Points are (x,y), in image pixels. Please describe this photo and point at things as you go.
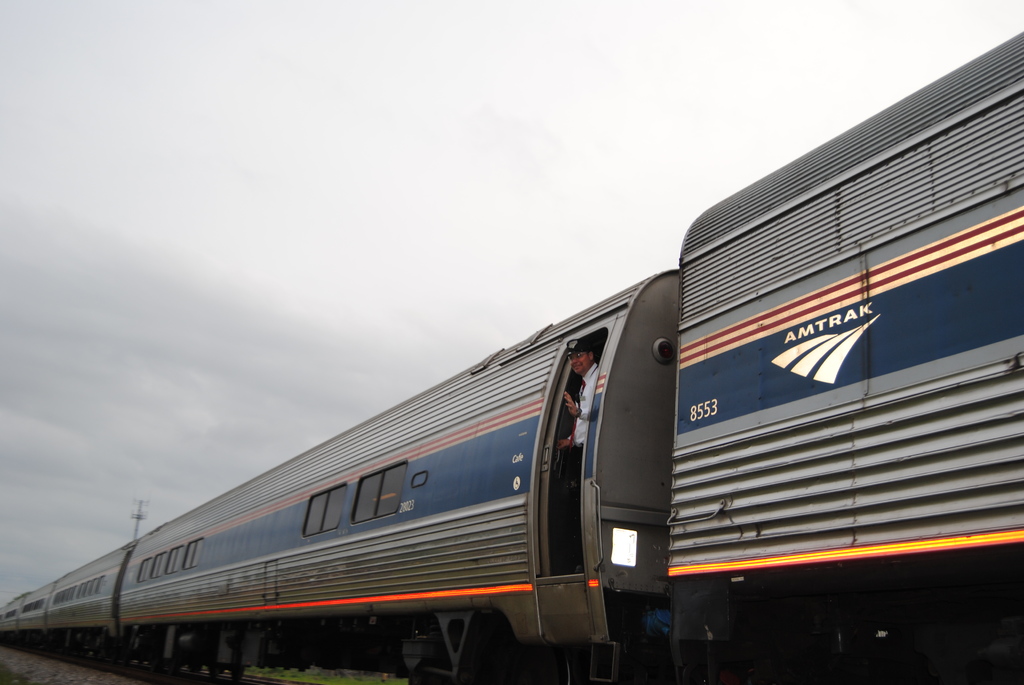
In the foreground of the picture (529,443) there is a train (258,621). At the bottom (101,667) there are stones (111,678) and a railway track (157,682). In the center of the picture (577,446) there is a person (573,517) in the train (605,341). In the background (138,530) towards left (140,512) there is a current pole (145,517). Sky (195,214) is cloudy.
